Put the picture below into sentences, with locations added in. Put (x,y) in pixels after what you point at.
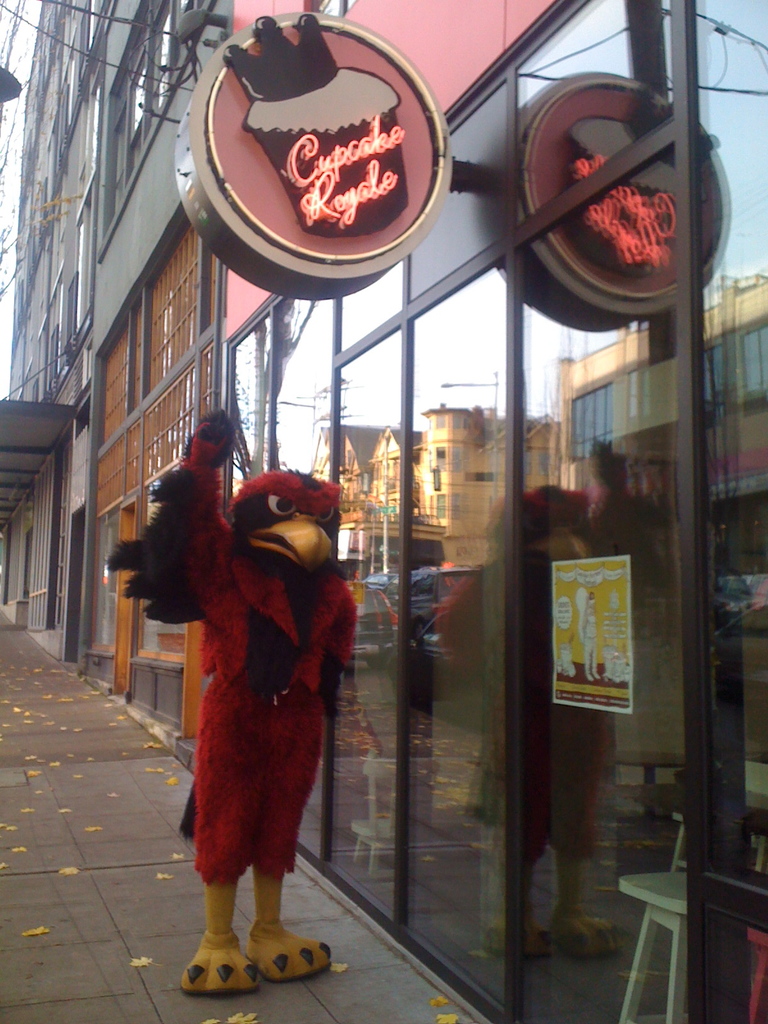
This image is taken outdoors. At the bottom of the image (89,896) there is a sidewalk (75,792). In the middle of the image (279,559) there is a person (262,639) in a bird costume (234,760) on the sidewalk (166,923). In the background (311,410) there is a building (252,374) with walls (86,296), windows (85,229), doors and grills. There is a board (355,160) with a text (380,128) on it. There is a poster (568,626) with a text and a few images (592,604) on the glass door (581,523). There is a chair (675,927) in the room (638,910).
